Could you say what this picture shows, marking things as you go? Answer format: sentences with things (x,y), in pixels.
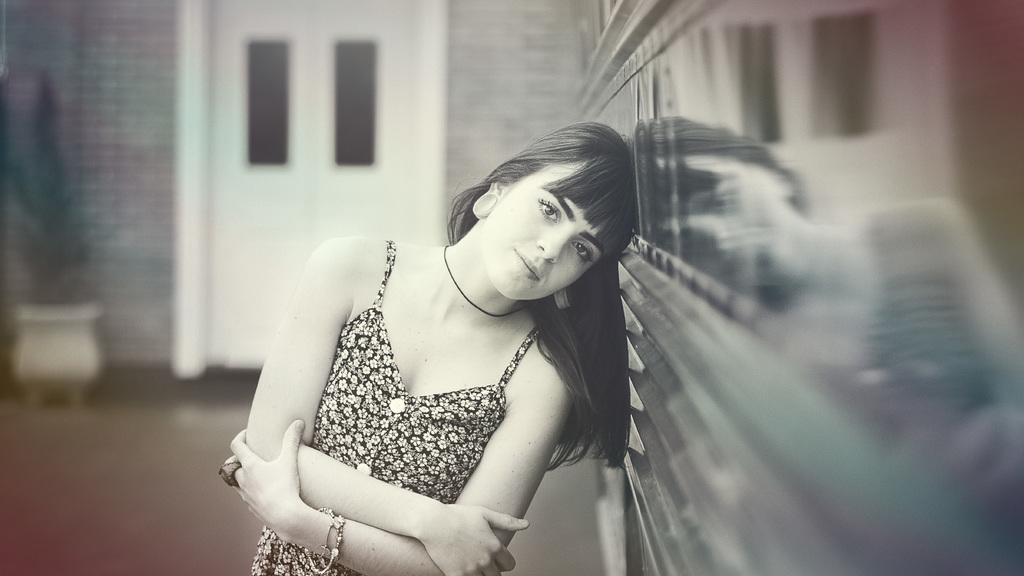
In this picture I can see there is a woman (601,231) standing and she is wearing a black floral dress (382,408) and there is a wall (745,169) on right (758,165) and in the backdrop (48,374) there is a door (390,145) and a plant (56,350).
